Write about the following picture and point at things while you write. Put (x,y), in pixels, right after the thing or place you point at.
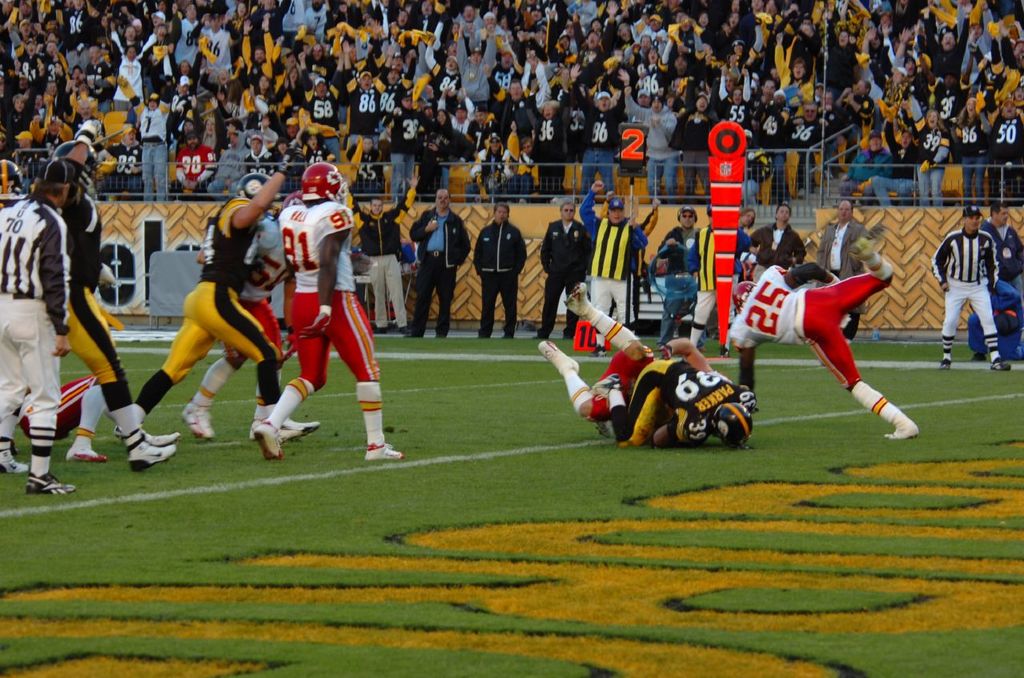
In this image I can see there are few peoples (704,391) visible in the ground (154,362), they are playing a game, at the top (873,83) there is crowd (893,79), in front of them there is a fence (469,212), in front of the fence (456,199) there are poles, people (572,266), bench (640,306) visible.
